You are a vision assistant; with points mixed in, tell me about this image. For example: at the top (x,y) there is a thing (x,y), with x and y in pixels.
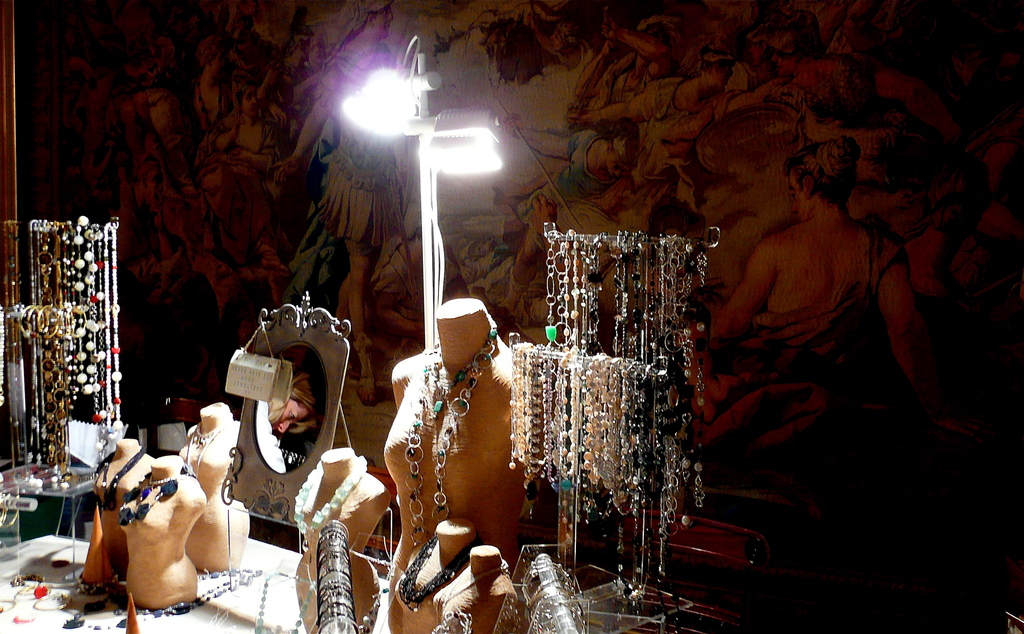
In this image I can see the many mannequins (157,517) with chains (165,492), mirror (298,448) and these are on the white color surface (244,608). To the side I can see few more chains (54,345) hanged to the metal rod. In the background (326,177) I can see the lights (382,133) and the wall painting (814,434).
